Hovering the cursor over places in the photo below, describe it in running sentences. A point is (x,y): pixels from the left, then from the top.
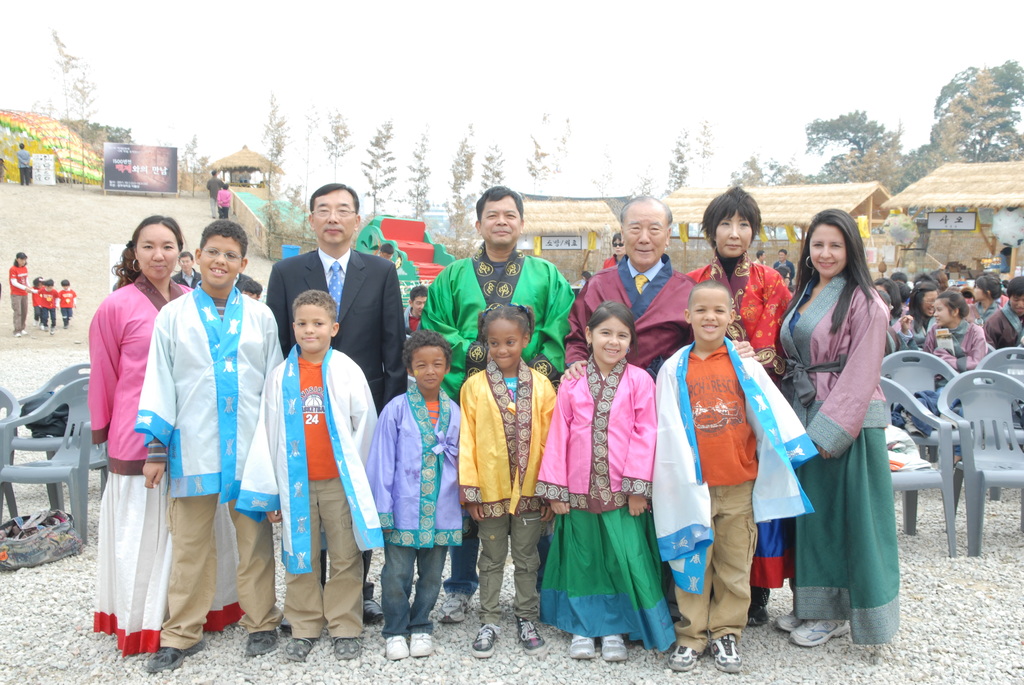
In this image, we can see a group of people (974,322). Few are standing and sitting. In this image, we can see few people (487,389) are smiling and wearing glasses (229,259). Behind these people (420,412), we can see few chairs (1013,467), some objects (35,557). Background (992,253) there are so many huts (599,250), banners (126,164), some objects (999,216), trees (980,98). Top of the image (715,74), there is a sky (402,94).
